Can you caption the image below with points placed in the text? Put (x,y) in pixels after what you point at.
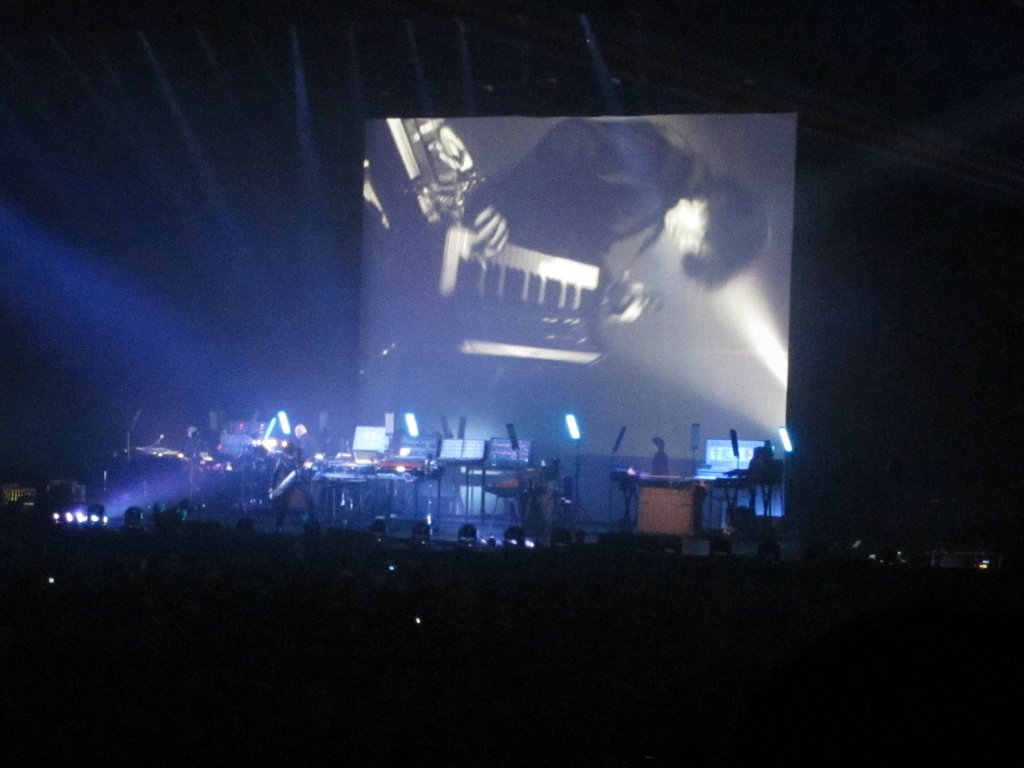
In this image there are musical instruments (670,529) on the stage (480,536). There is a person (666,465) standing. There are lights (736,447). In the background of the image (576,333) there is a screen (575,289).
